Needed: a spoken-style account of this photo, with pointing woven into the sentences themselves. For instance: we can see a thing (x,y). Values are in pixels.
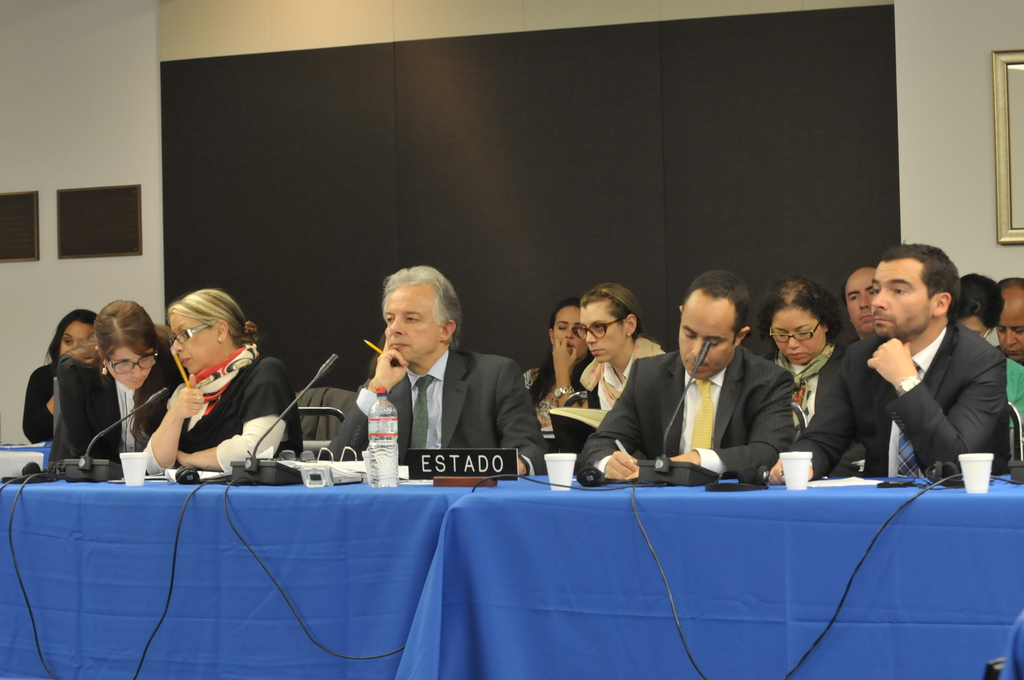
In this image I can see number of people (1020,356) are sitting. I can also see most of them are wearing formal dresses (477,437) and few of them are wearing specs (800,336). Here I can see a table (472,606) and on it I can see blue colour table cloth (412,583), few wires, few mics (292,402), few white colour glasses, a black colour thing (474,468) and on it I can see something is written. I can also see a frame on this wall (991,189).
